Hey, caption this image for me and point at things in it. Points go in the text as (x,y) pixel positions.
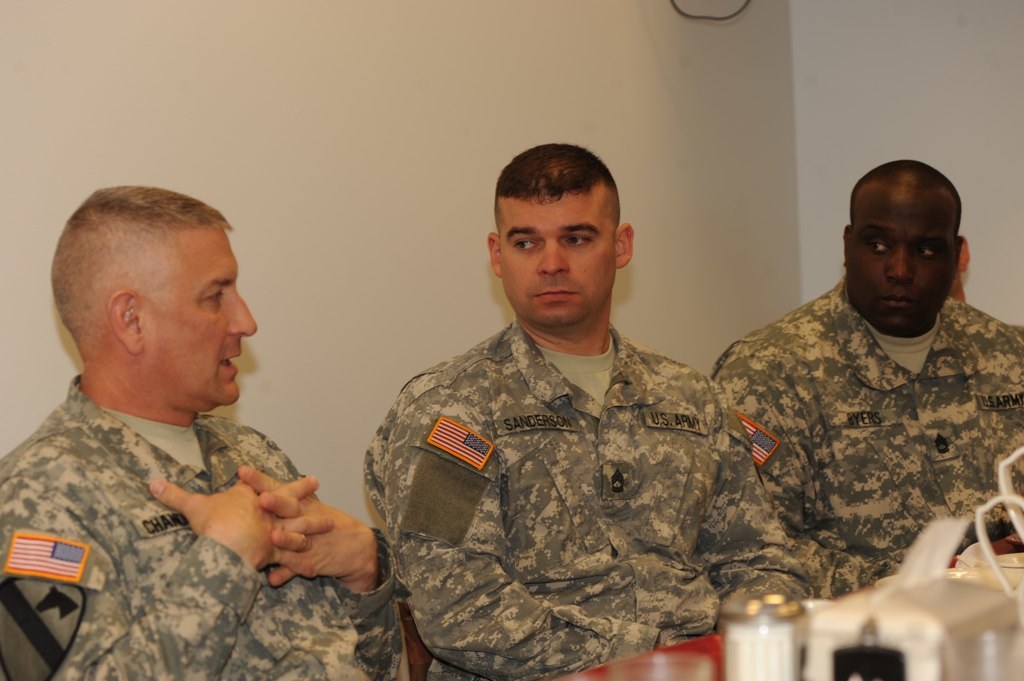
In this image I can see three men (437,527) are wearing uniform (193,589) and sitting in front of the table (676,650). The man (178,562) who is on the left side (154,536) is speaking. The other two men (479,421) are looking at this man (249,629). On the table (712,657), I can see few objects (833,637). At the back of these people (910,358) I can see the wall (283,77).
